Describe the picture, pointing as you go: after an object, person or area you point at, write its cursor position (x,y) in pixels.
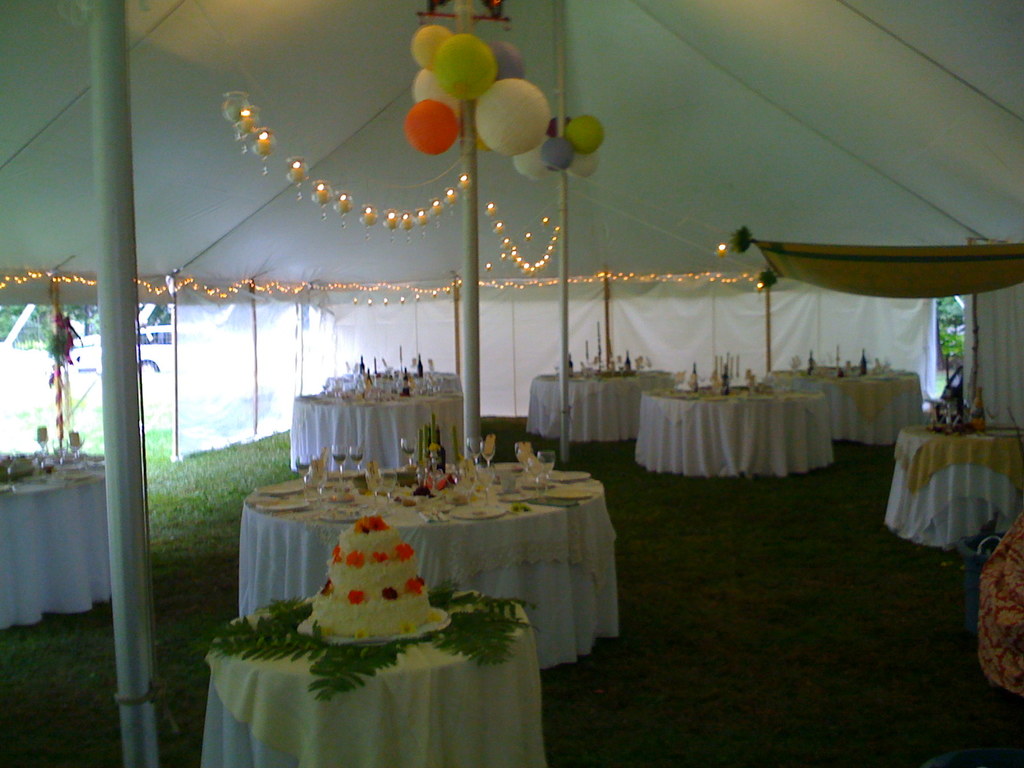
In this image I can see the ground (753,637), few tables (602,576) on the ground (654,531) and on the tables (507,531) I can see a cake (381,607), few plates (494,513), few glasses (542,452) and few other objects (436,467). I can see few metal poles (120,712), few balloons (502,140), few lights (350,202), few flowers (62,318) and white colored tent (761,106). In the background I can see few trees (6,319) and a car (169,339) on the ground (793,672).
